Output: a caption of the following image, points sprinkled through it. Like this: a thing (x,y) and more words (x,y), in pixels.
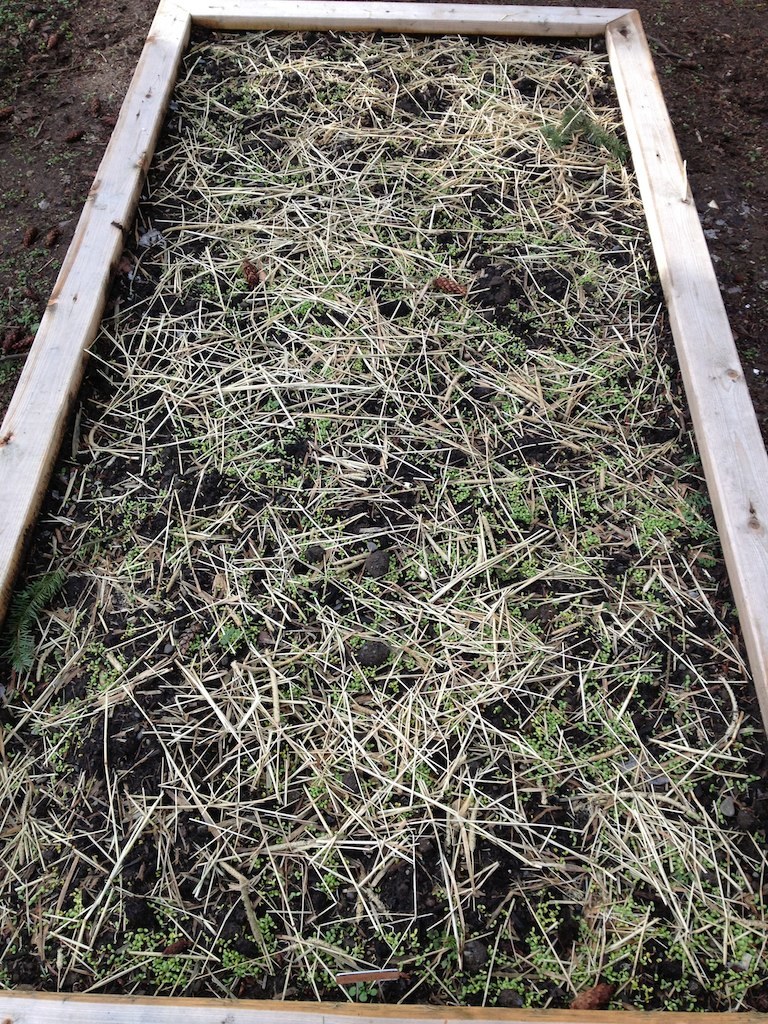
In this image there is a wooden tray (206,26) in which there is grass (372,380) and soil (483,396).
